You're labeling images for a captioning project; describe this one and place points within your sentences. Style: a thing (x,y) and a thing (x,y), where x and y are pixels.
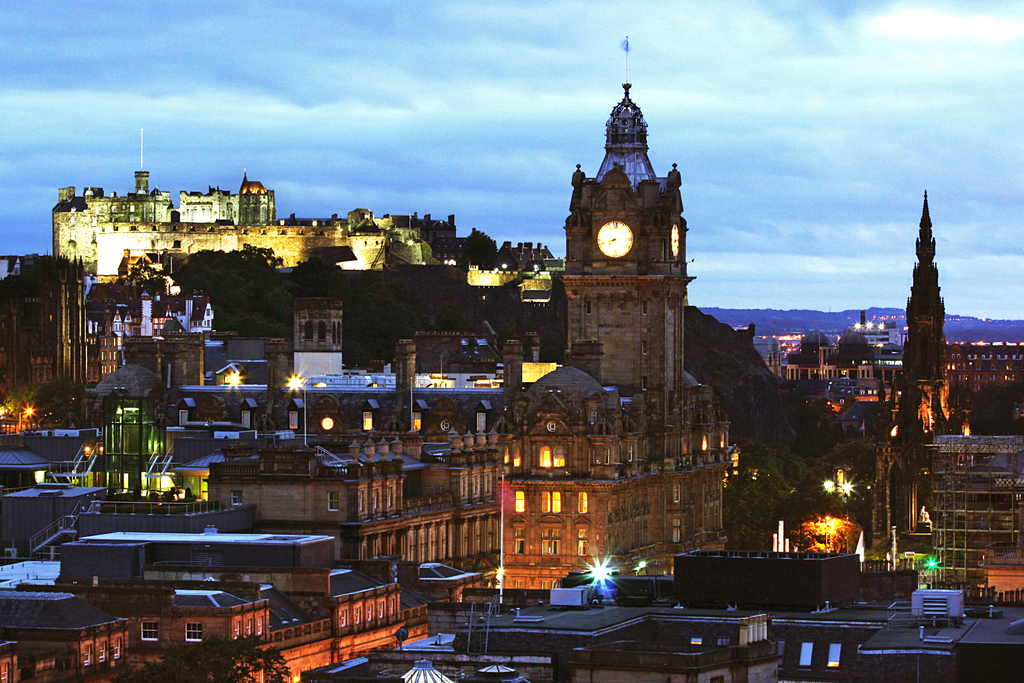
In this picture I can see there are many buildings (661,433) and there is a tower (652,247) with a clock (677,239) and there is a mountain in the backdrop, covered with trees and the sky (555,102) is cloudy.
